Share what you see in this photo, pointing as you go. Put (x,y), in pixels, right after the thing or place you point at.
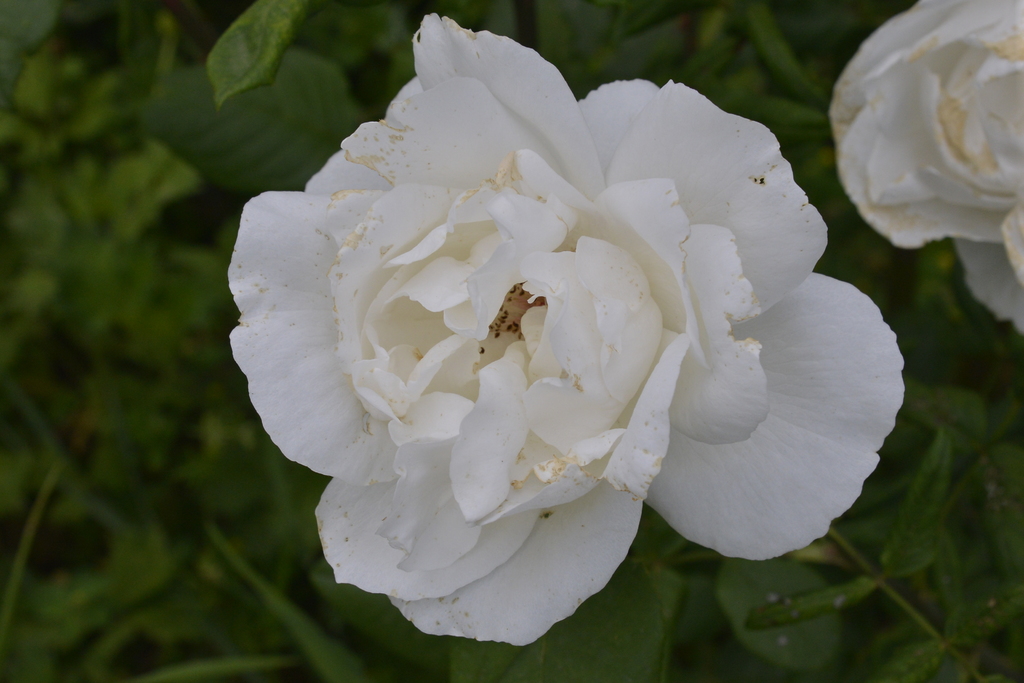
In this picture we can see two white color flowers (698,210), in the background (202,112) there are some leaves (122,91), we can see petals (647,297) of the flower (593,368).
